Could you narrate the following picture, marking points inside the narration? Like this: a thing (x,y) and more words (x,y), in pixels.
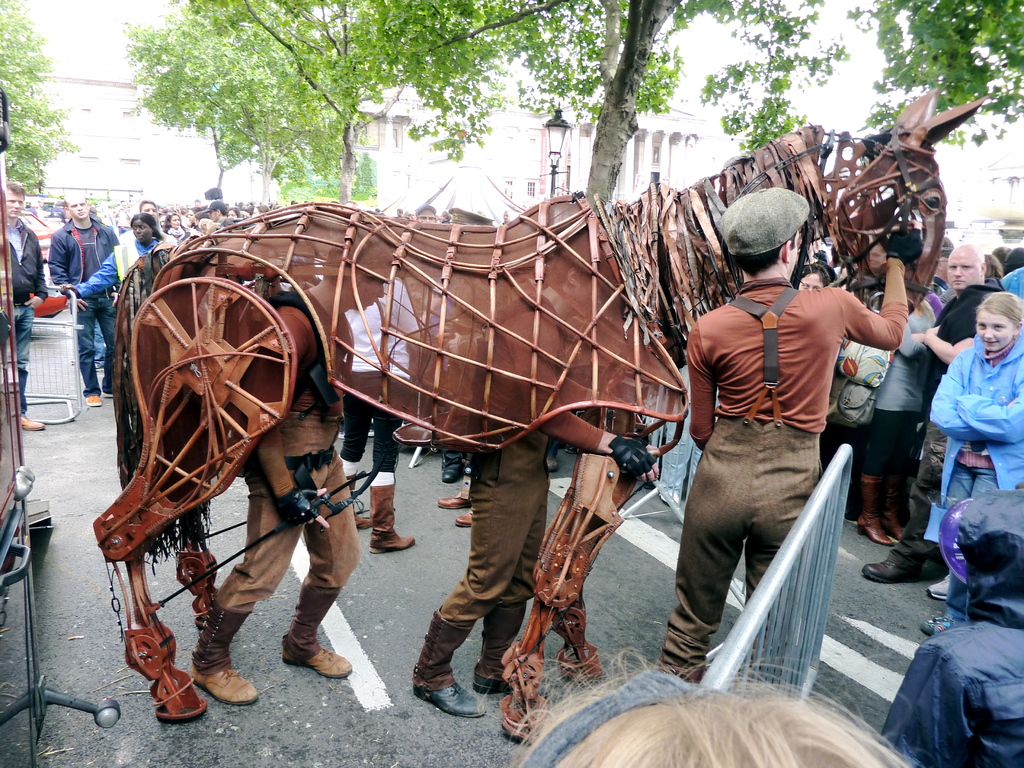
In the center of the image (471,319) we can see the depiction of a horse (513,331) and we can also see two men (318,581). In this image we can see many people (987,320) standing on the road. In the background (108,102) we can see many trees (633,75), buildings (673,126) and also the light pole (553,154).
